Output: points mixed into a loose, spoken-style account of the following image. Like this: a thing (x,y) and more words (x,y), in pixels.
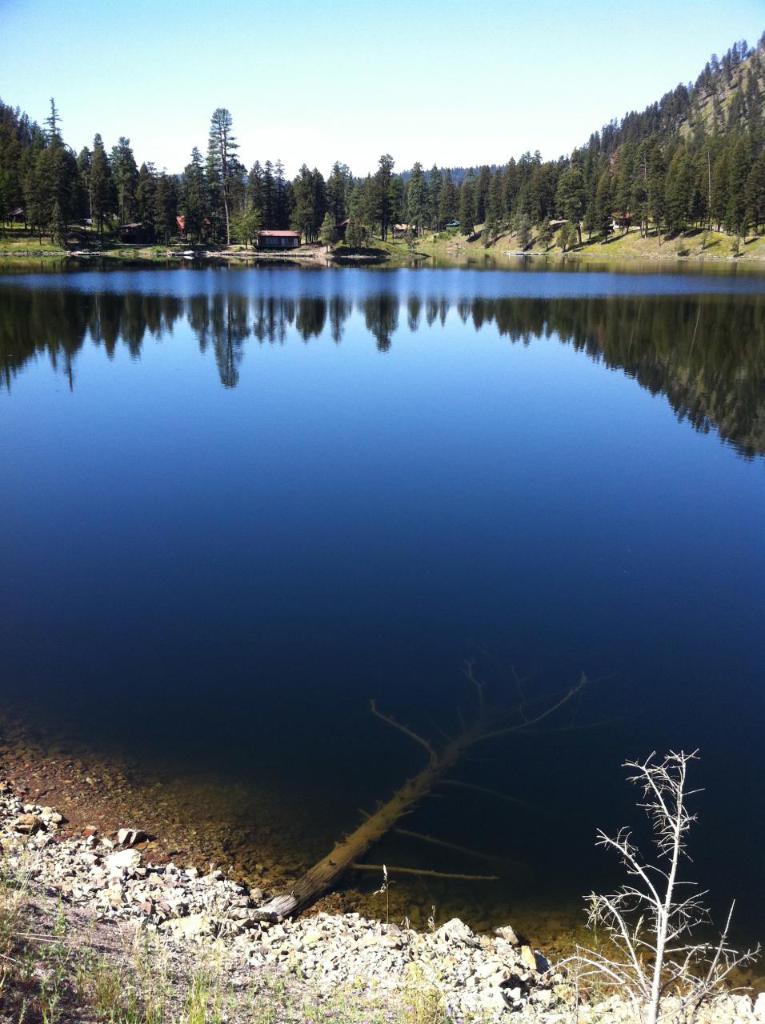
In this image I can see grass (163,986), plants (633,982), water (456,636), house (291,234), trees (34,207), mountains (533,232) and the sky (399,121). This image is taken may be near the lake (220,813).
